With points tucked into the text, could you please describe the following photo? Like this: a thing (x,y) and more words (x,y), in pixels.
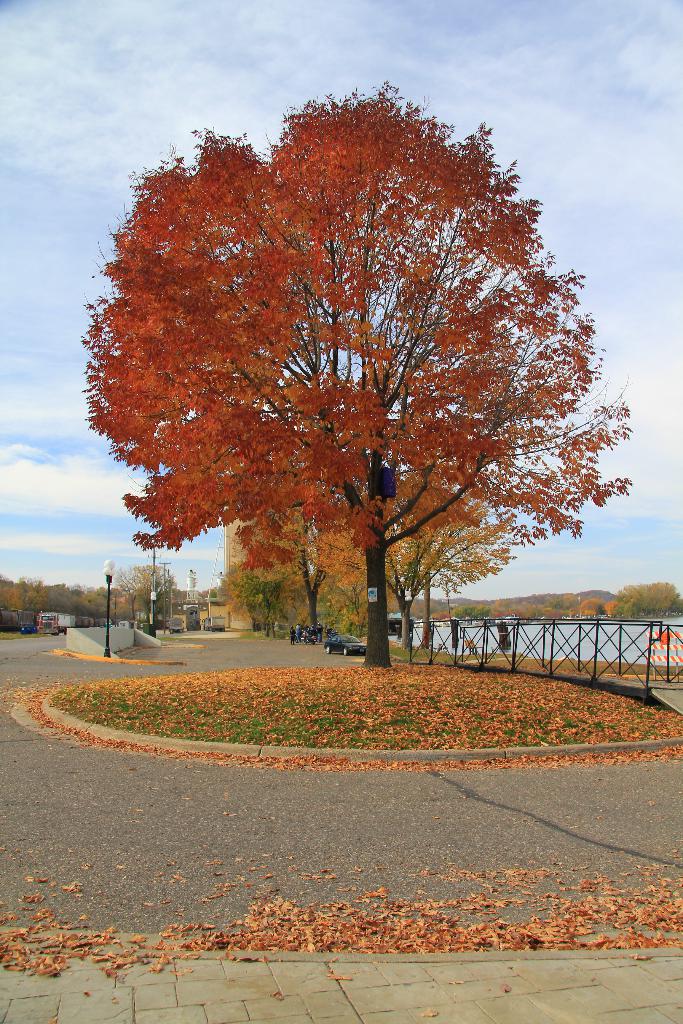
In this picture, we can see a tree (378,631) and the path (295,660) and behind the tree (374,621) there are some vehicles (337,652) parked on the road (294,659), fence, a pole (107,643) with a light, water (585,646), hills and sky (51,177).
